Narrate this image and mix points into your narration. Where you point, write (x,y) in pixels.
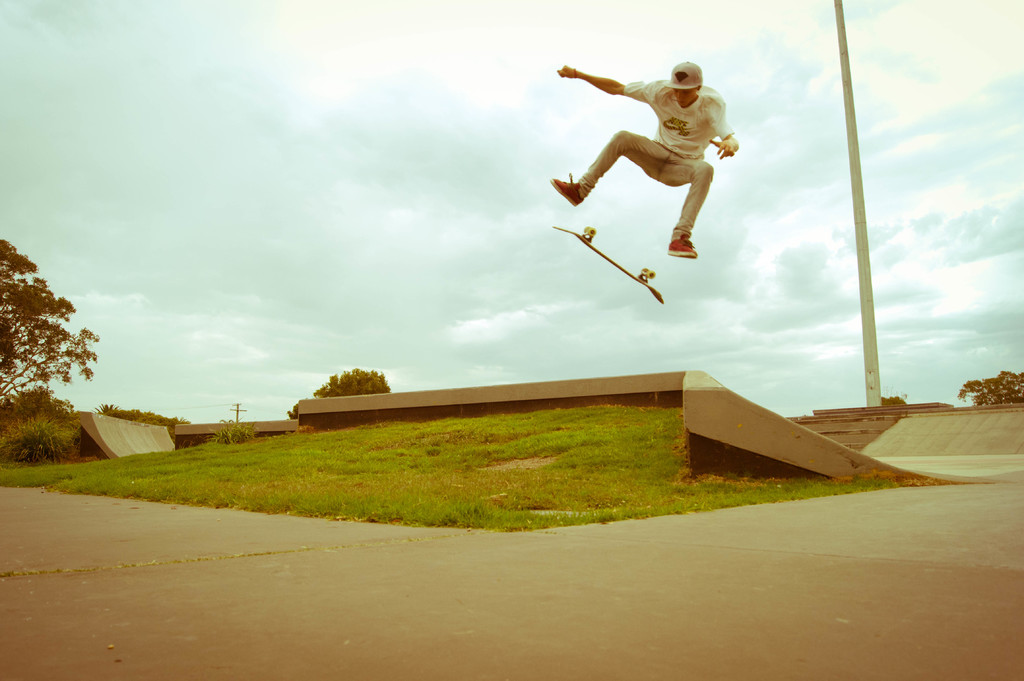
In this image we can see a person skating with a skating board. We can also see a road (578,561), grass (521,472), trees (352,383), utility pole (239,420) with wires (182,408) and the sky (259,300) which looks cloudy.
